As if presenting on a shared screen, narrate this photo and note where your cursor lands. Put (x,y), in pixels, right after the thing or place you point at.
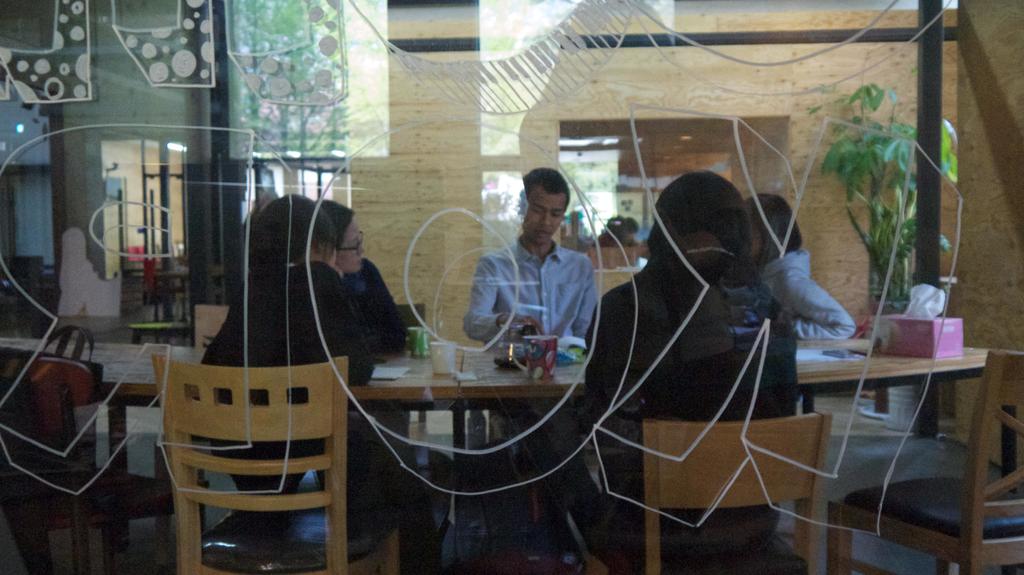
In this image I can see the glass surface (206,176) through which I can see few persons (518,268) are sitting on chairs (329,397) around the table (423,385). On the table (409,398) I can see few cups (441,371), few glasses (427,351), few papers (402,367), a pink colored box (888,332) in which I can see tissue papers (927,311). I can see a plant (880,197) which is green in color and the cream colored wall (730,91). On the glass surface (298,99) I can see the reflection (337,69) of few trees (311,68) which are green in color.
